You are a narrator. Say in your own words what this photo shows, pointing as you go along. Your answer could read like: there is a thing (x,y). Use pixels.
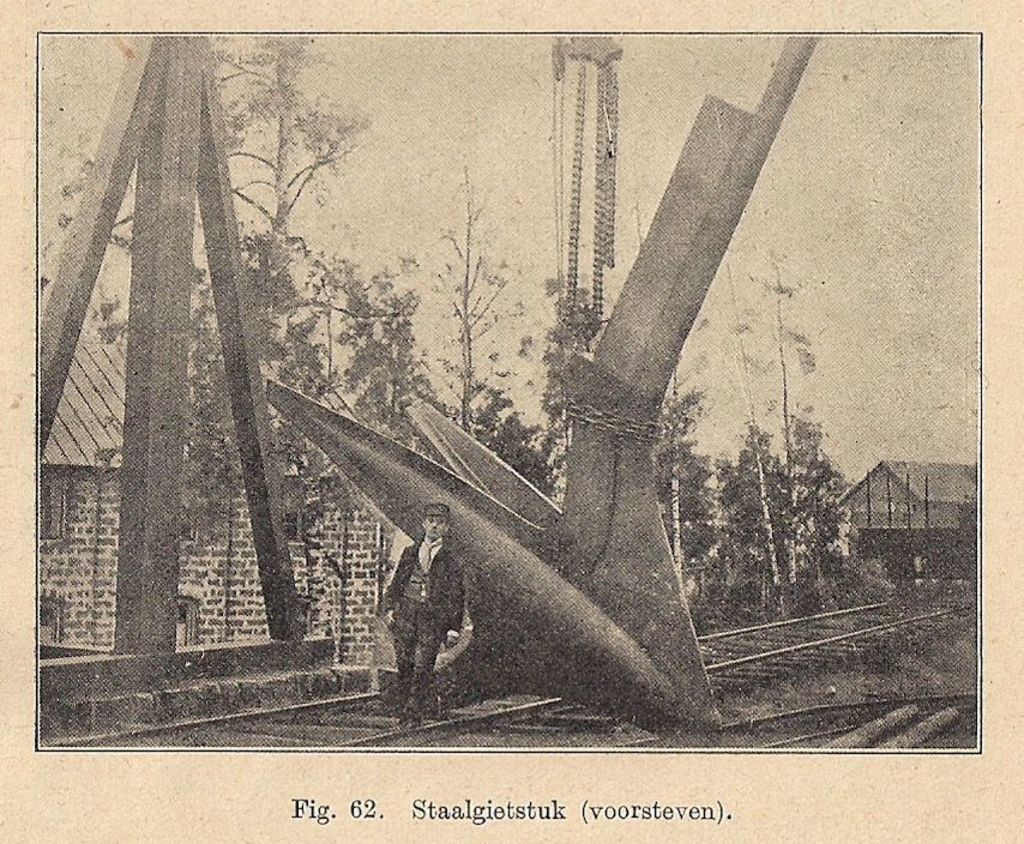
In this image, we can see a black and white picture (548,532) and text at the bottom (361,823). In this picture, we can see a person (451,624) standing on the track (185,729) in-front of an object (571,607). This object (596,577) is tied with chains (612,415). In the background (545,365), there are trees (565,366), houses (934,559) and few objects (140,487).
